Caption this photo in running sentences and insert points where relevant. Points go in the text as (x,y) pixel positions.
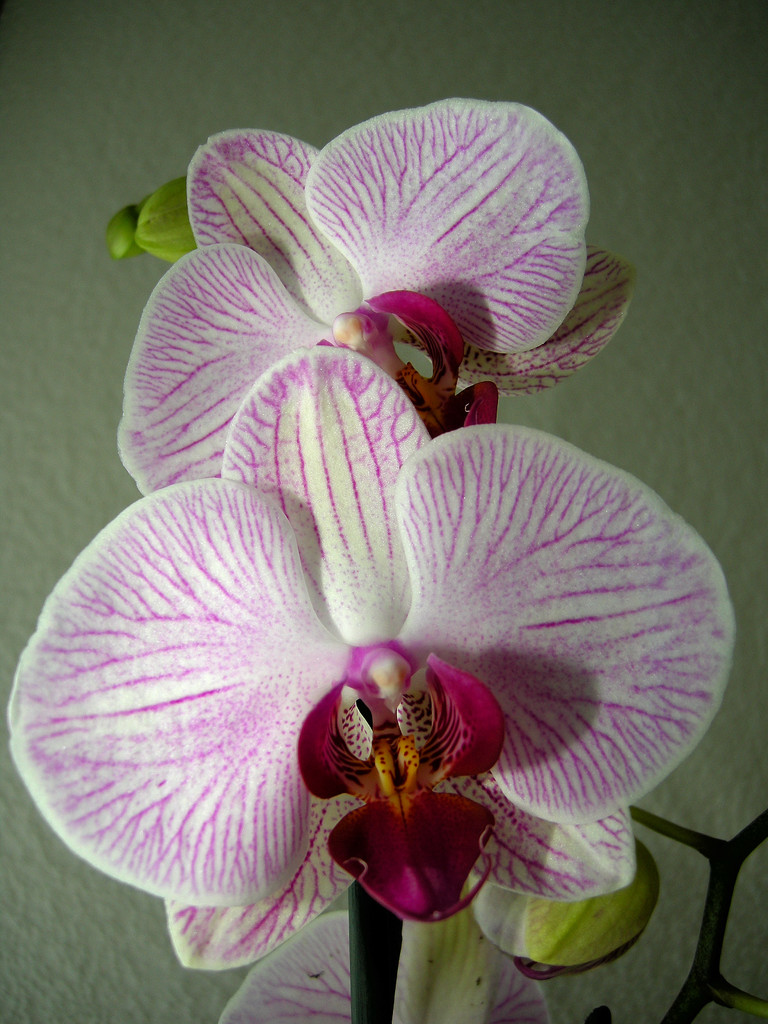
In this image we can see the flowers (469,852) of a plant (486,860). Behind the flowers (418,545) we can see a wall (589,402).
